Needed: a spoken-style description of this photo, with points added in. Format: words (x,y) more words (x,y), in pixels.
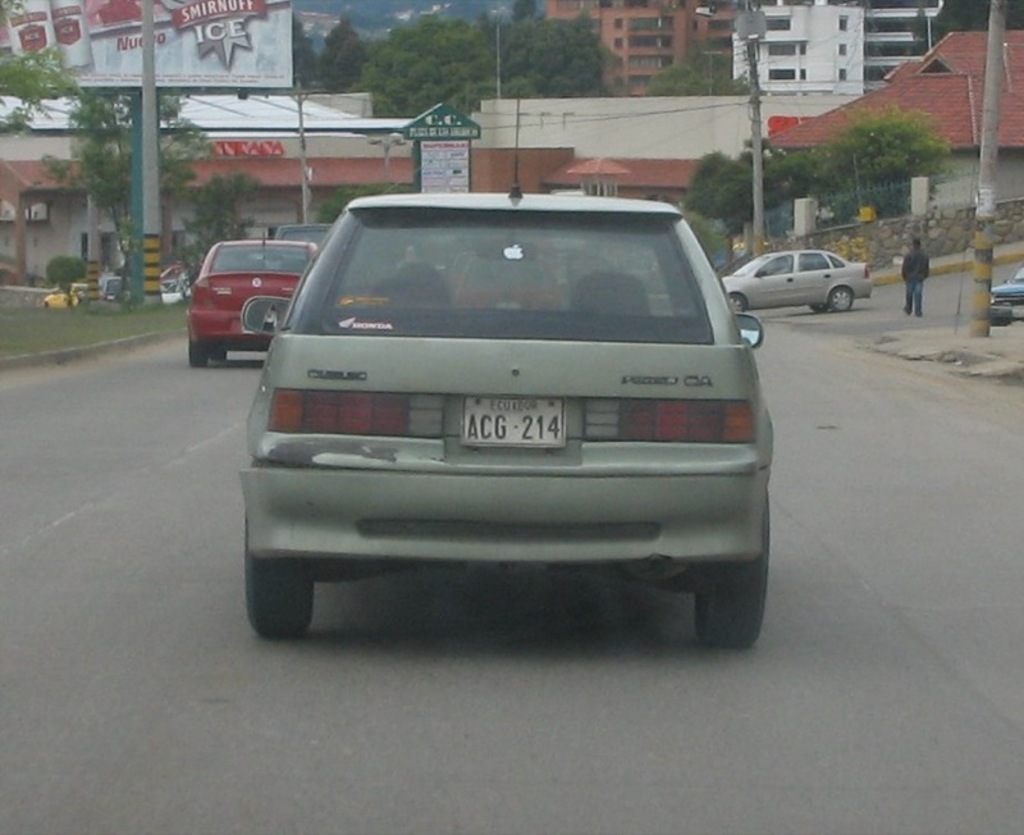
In the picture we can see a road (271,750) on it, we can see some cars (673,330) and beside the road (561,752) we can see a grass surface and on it we can see some pole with a hoarding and on the other side, we can see some part of the road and a vehicle (807,269) on it and a man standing and beside it we can see some poles (999,103) and building (692,147) and in the background (788,134) also we can see some buildings (720,146) and trees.
